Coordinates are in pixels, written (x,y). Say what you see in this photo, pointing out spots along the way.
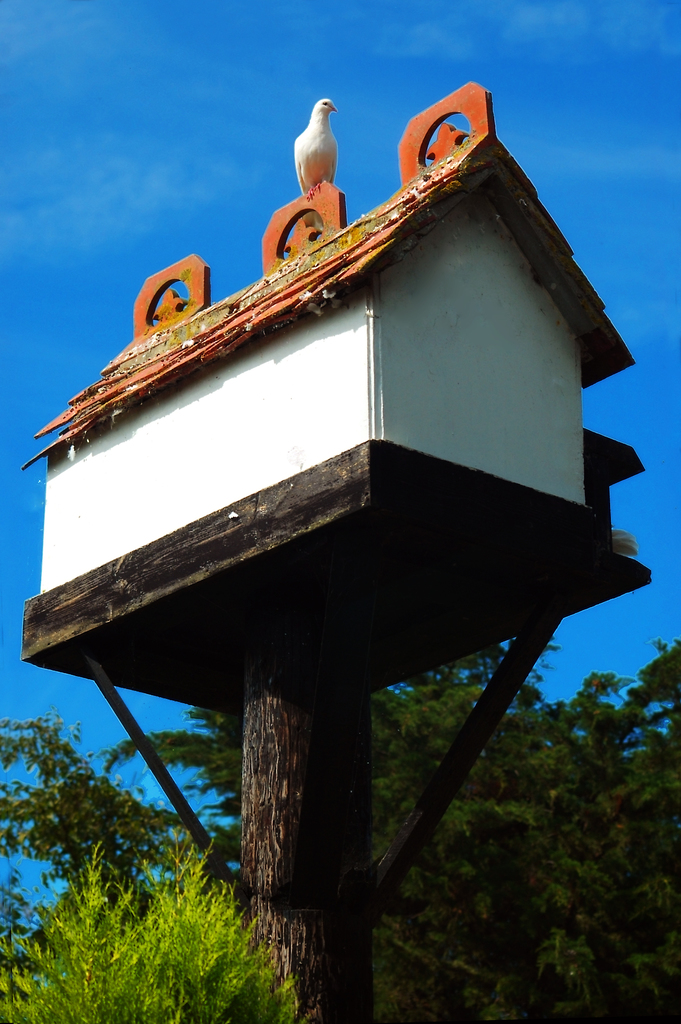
In the image there is a wooden pole (277,768) with a bird cage (307,350) with walls (323,328) and roofs (271,254). There is a bird (311,160) standing on the roof (304,251). Behind the pole (348,846) there are trees (549,782). At the top of the image (523,78) there is a sky (268,219).
